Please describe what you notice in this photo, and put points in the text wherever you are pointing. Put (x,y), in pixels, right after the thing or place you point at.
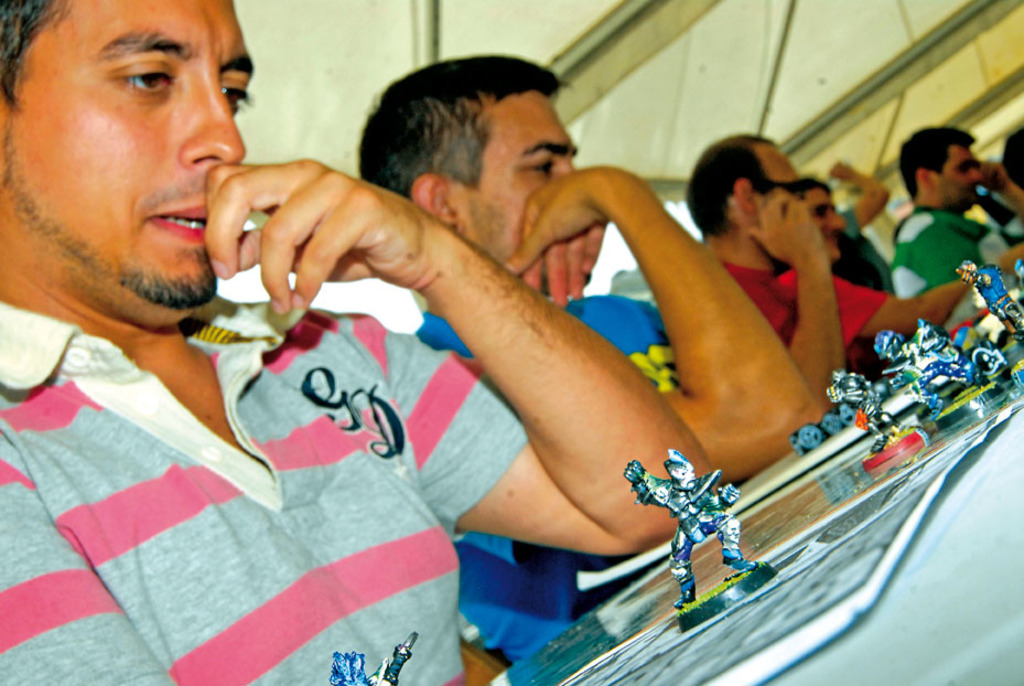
In this image there are few people (582,431). Right bottom there is a table (975,637) having few papers (792,592). On the papers (728,642) there are toys (761,585). Top of the image (898,37) there is a roof (885,41).
